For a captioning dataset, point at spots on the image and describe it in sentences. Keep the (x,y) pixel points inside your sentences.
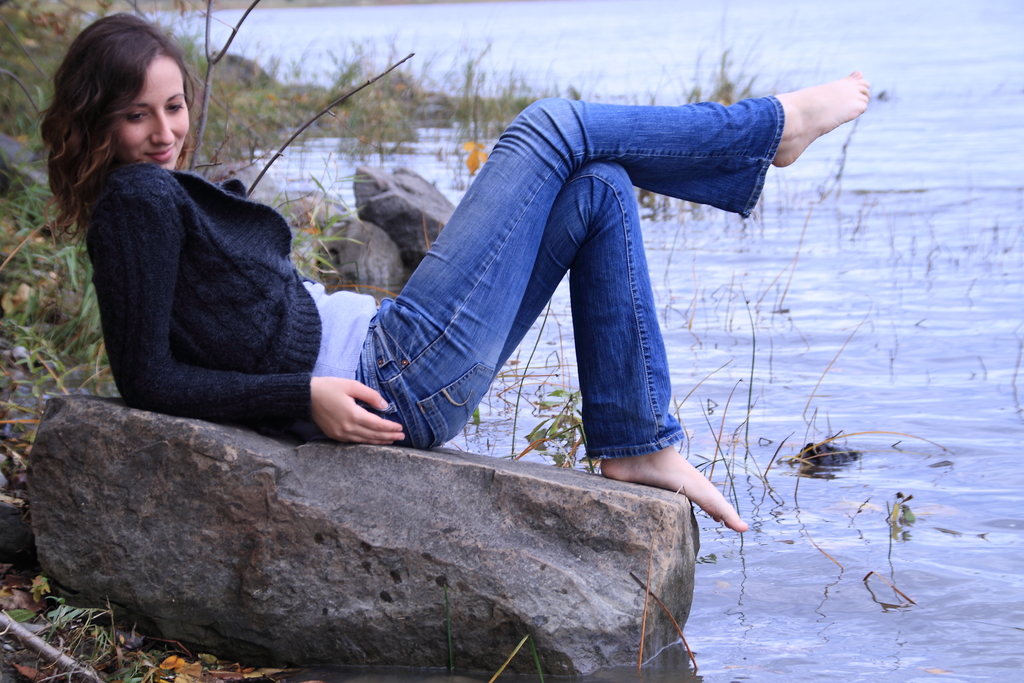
In this image there is a girl (220,305) sitting on the stone (276,493). In front of her there is water (828,349) in which there is grass (753,341). In the background (35,232) there are stones (376,206) and grass (245,104).
